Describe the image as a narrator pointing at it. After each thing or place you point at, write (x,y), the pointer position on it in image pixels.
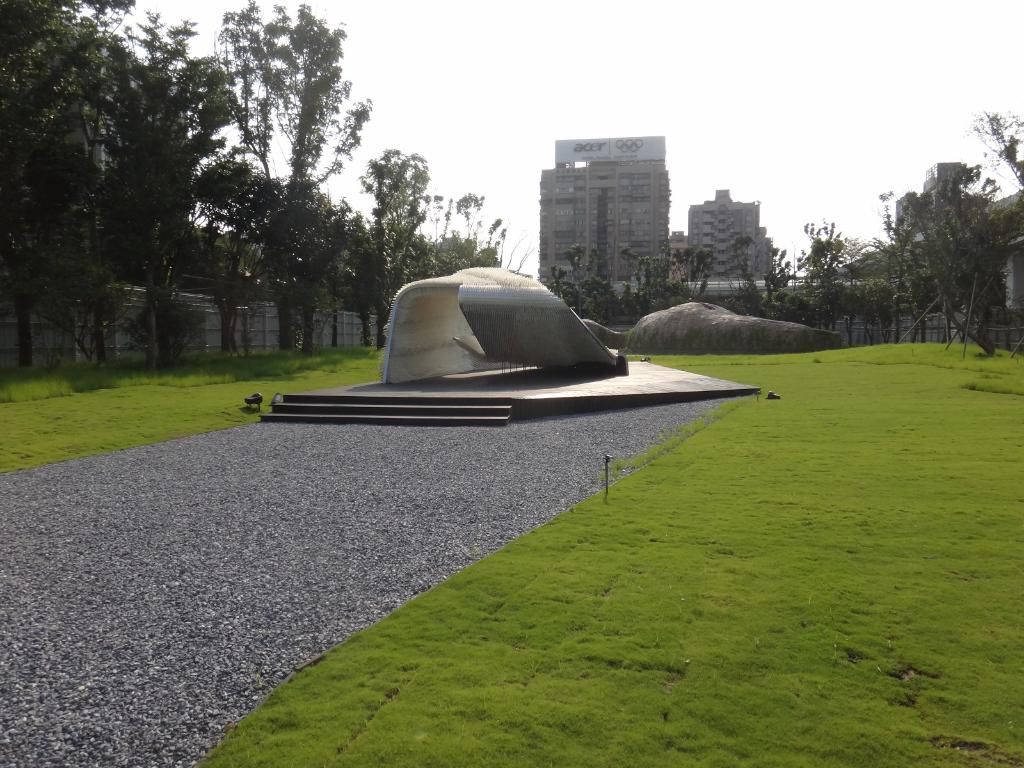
In the picture we can see the grass surface (317,764) in the middle of it, we can see a path (233,643) with a sculpture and around the grass surface (405,679), we can see the trees (257,289) and we can see a building (758,253) with some floors (726,259) and behind it we can see the sky (419,124).
